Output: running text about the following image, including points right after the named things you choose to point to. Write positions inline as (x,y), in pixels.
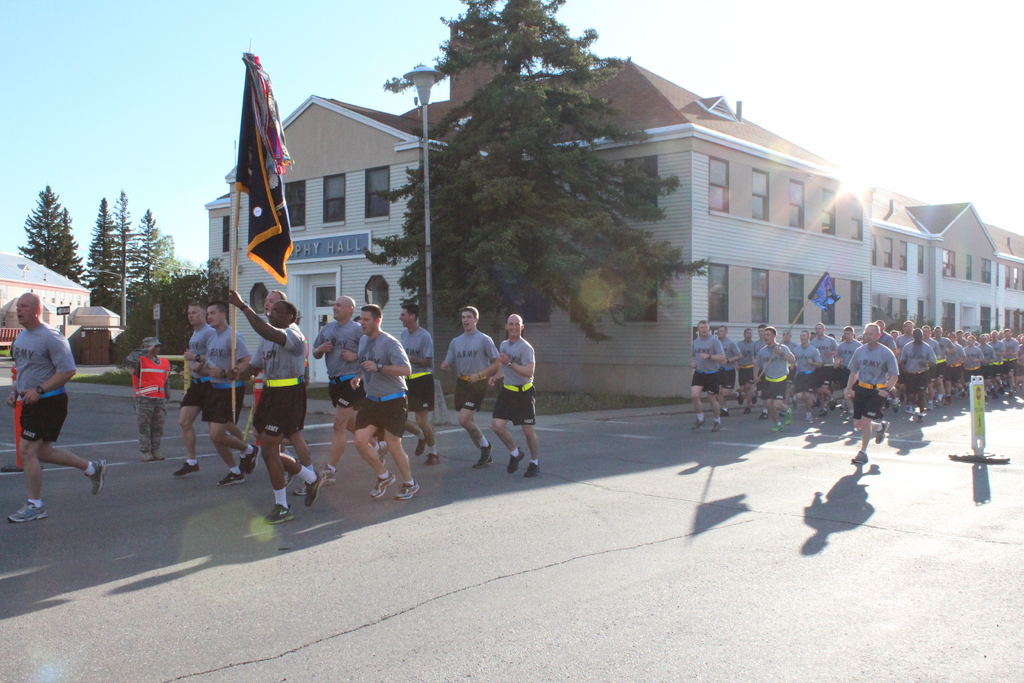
In this picture there are men (722,354) on the right (704,387) and left side of the image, they are running and two men (764,356) are holding flags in their hands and there are buildings (349,283) and trees (551,128) in the background area of the image (600,181).
